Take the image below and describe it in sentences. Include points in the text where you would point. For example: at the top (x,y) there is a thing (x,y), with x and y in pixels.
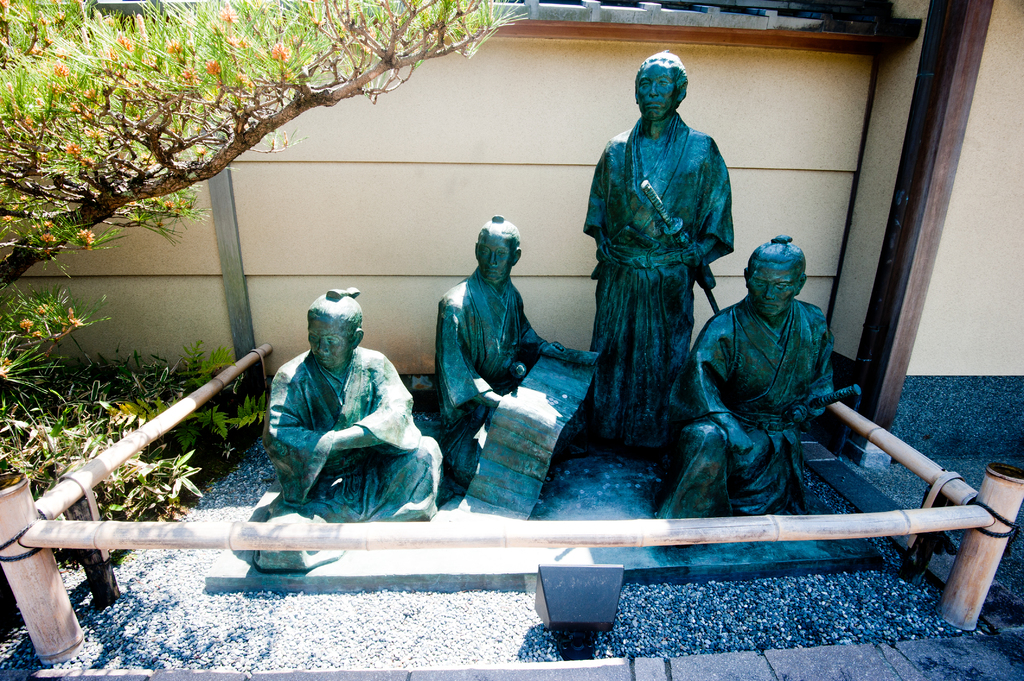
In this image I can see few statues (508,380) of persons (507,361) which are green in color. I can see the railing (137,432) around them. I can see a light (585,599), a tree (130,87) and the cream colored wall (361,131).
